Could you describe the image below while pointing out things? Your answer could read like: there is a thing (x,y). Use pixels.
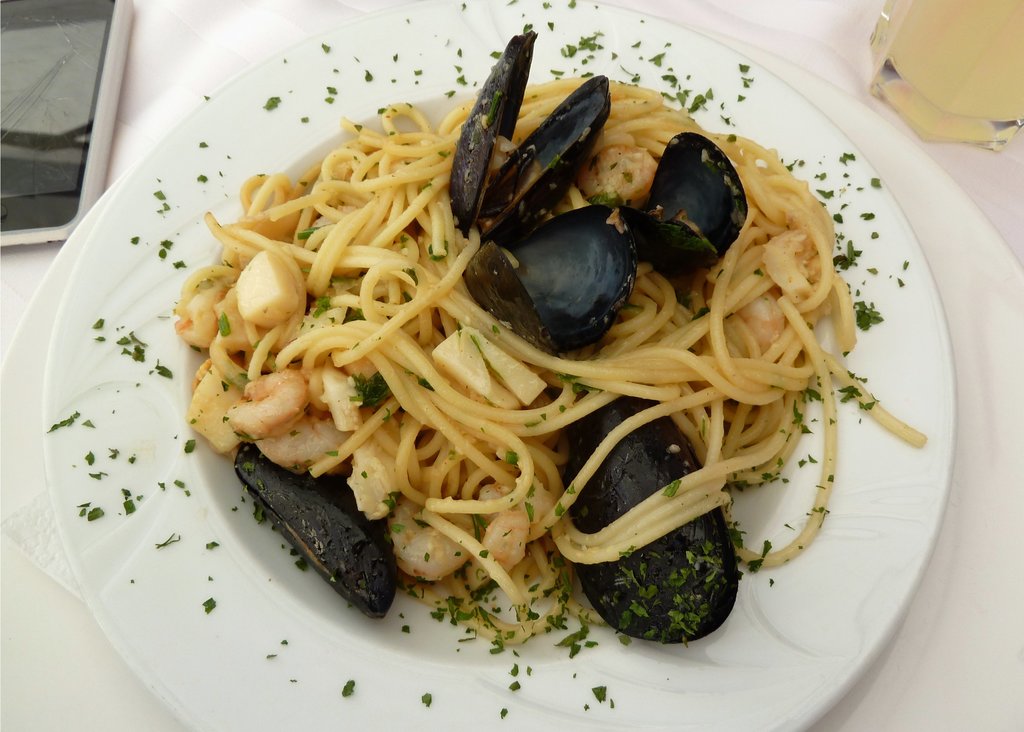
Here I can see a table (976,185) which is covered with a white color cloth (801,18). On the table (774,31) there is a plate (146,287) which consists of some food (382,335), a mobile (105,29) and a glass (962,69).
